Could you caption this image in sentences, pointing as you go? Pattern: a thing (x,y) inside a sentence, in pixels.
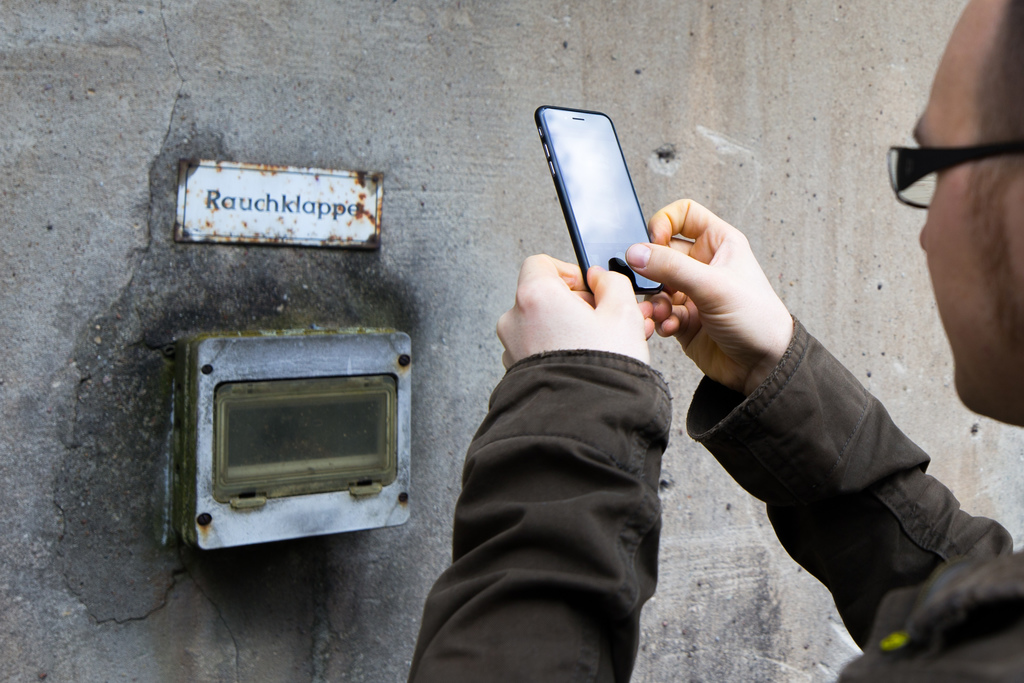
In this image I can see a person (926,479) wearing glasses (936,159) and a black jacket (873,499) Standing and holding a mobile (603,181) in his hand (607,280). in the background (633,168) i can see in the wall (724,69), a Board (341,195) and an object (352,429) attached to the wall (420,430).
